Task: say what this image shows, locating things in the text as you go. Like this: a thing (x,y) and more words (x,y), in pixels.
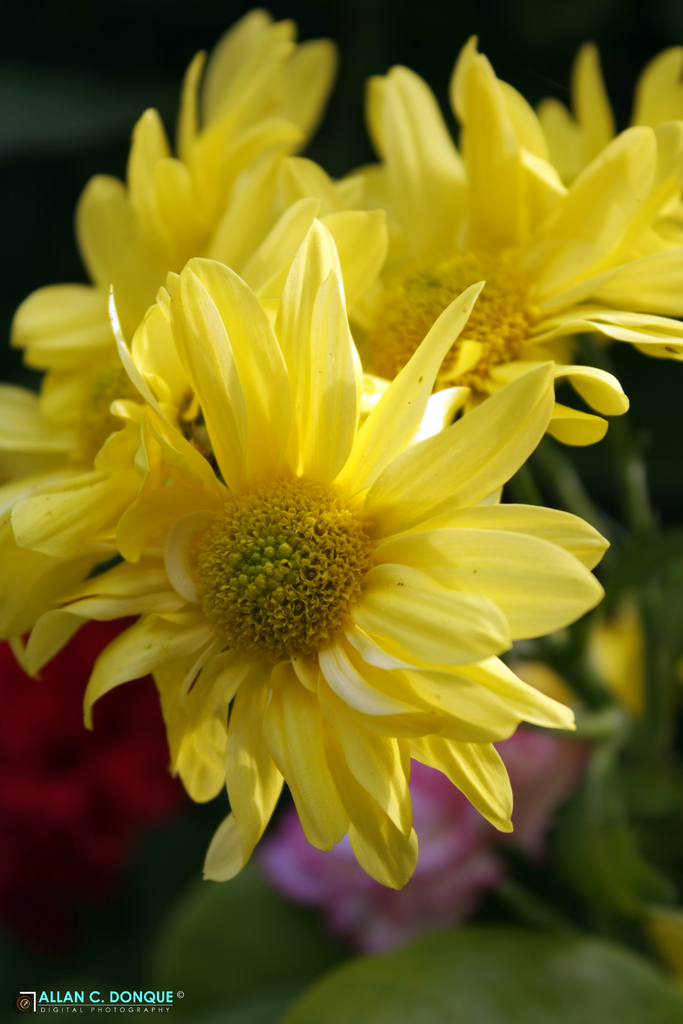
In this image there are yellow color flowers (320,603), and there is blur background (53,60) and a watermark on the image.
